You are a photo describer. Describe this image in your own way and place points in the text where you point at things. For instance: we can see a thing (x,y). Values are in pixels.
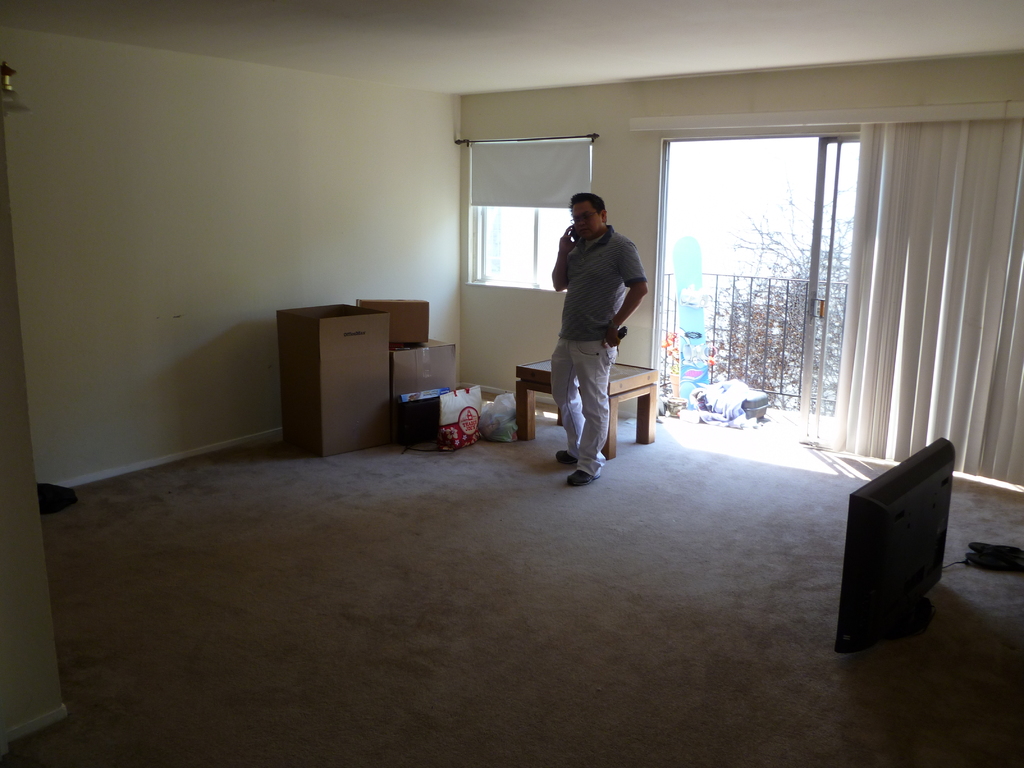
In this image we can see a person (584,303) wearing ash color T-shirt (587,305), white color jeans (595,343) standing and answering a phone call, there are some cardboard boxes (404,388), table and television (874,488) on the floor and in the background of the image (716,288) there is a door (825,352), window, fencing (766,316) and tree (747,314).
